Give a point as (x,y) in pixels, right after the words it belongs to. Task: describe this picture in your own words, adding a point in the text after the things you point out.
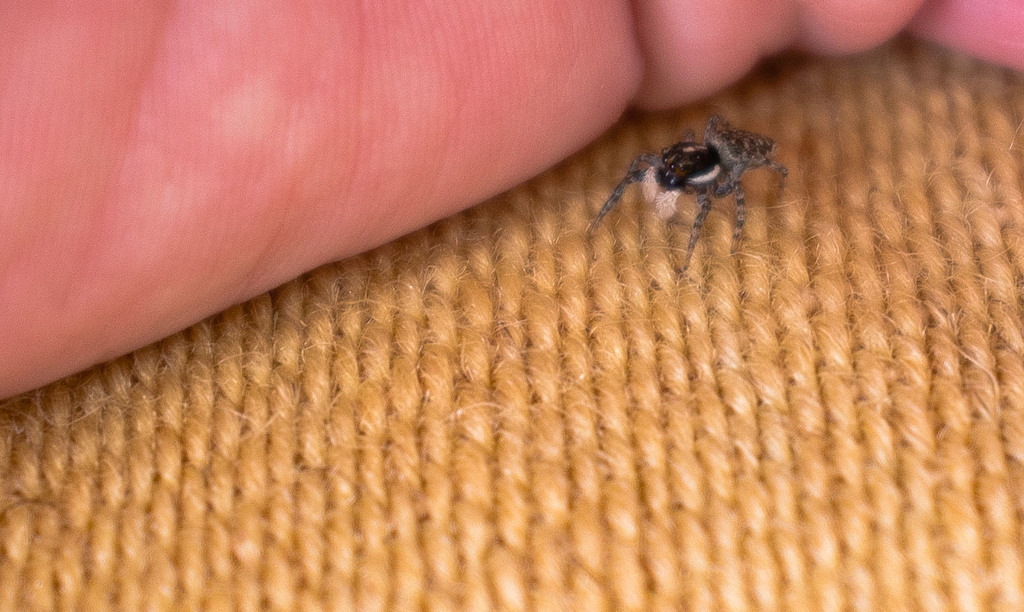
In this image I can see a spider (660,184) which is in brown and gray color. Background I can see a human hand (288,104).
